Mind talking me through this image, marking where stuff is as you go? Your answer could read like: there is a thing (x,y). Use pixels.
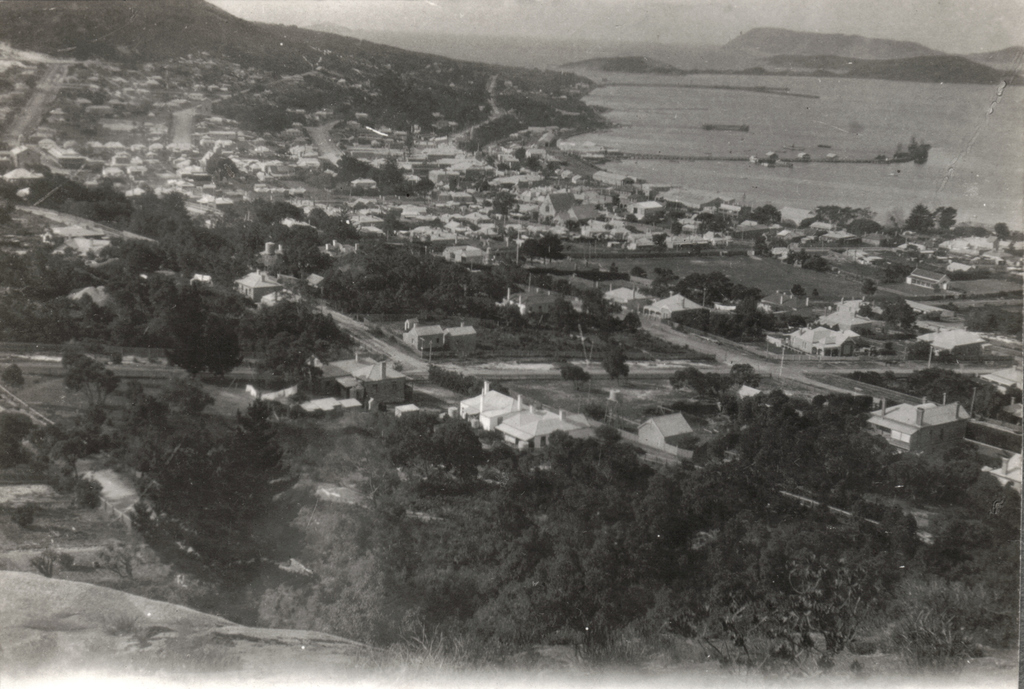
This is the picture of a city (385,190). In this image there are buildings (141,99) and trees (651,466) and there are poles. At the top (634,11) there is sky (569,12). At the top right (799,186) there is water (884,173). In the bottom left (156,651) there is a rock (127,620).
